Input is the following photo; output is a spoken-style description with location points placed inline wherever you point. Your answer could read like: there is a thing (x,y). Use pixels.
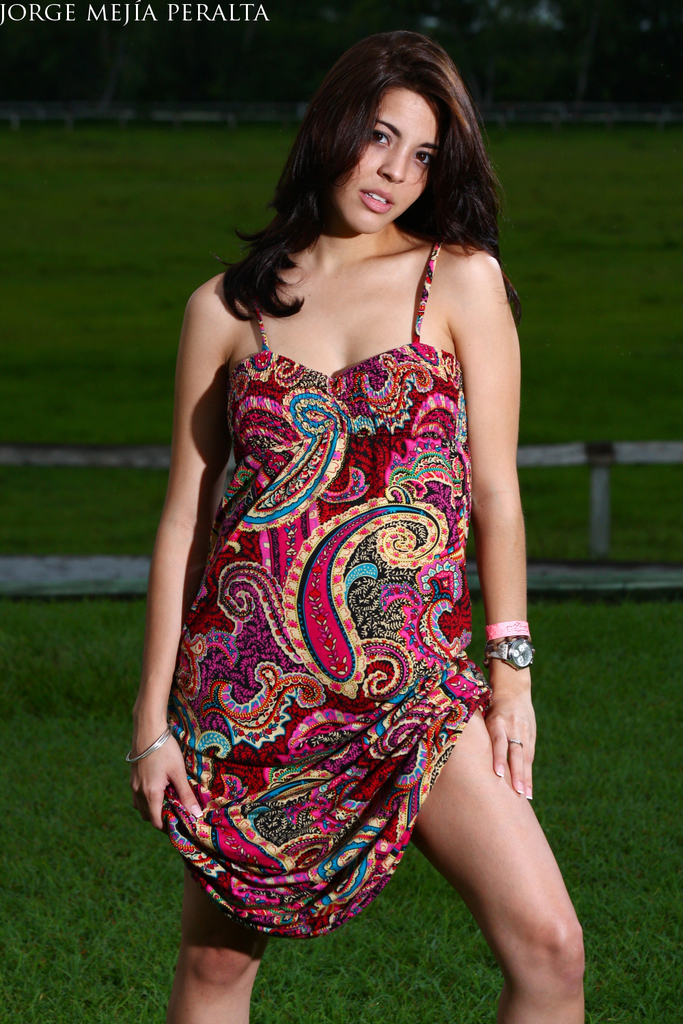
In this image there is a woman (381,708) standing. Behind her there's grass (584,372) on the ground (94,368). At the top (323,31) there are trees (226,49). In the top left (98,15) there is text (115,7) on the image.
